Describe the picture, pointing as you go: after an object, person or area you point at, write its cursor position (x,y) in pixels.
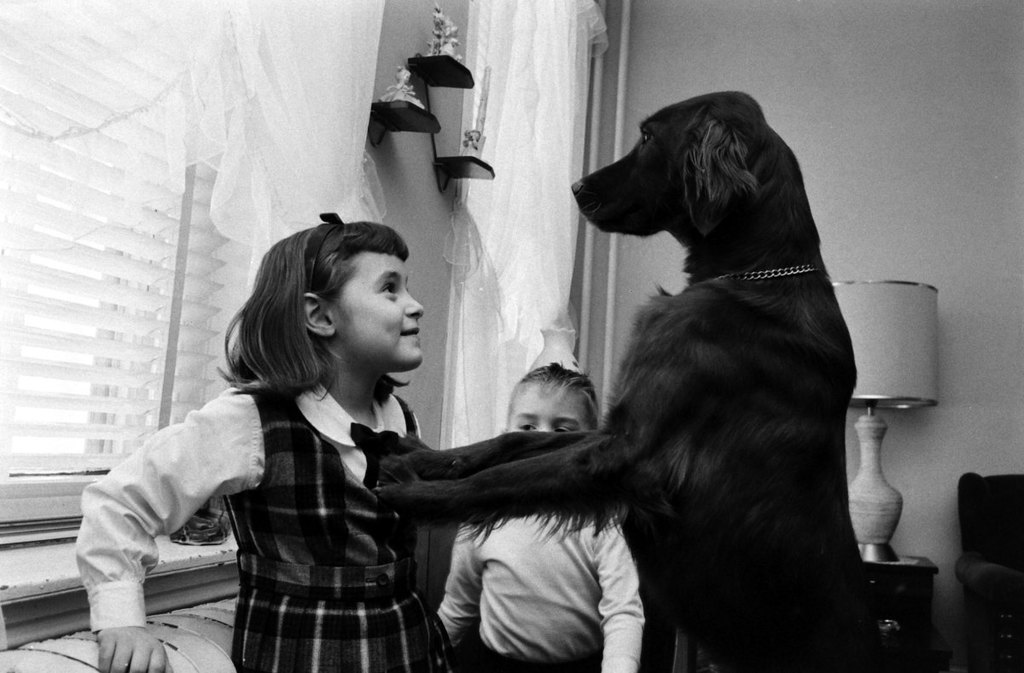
In this image 2 children (587,388) and I see a dog (801,670) over here and this girl (371,299) is smiling. In the background (451,313) I see the windows (51,489), curtain (480,372), a lamp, few things (460,158) over here and the wall (716,41).
